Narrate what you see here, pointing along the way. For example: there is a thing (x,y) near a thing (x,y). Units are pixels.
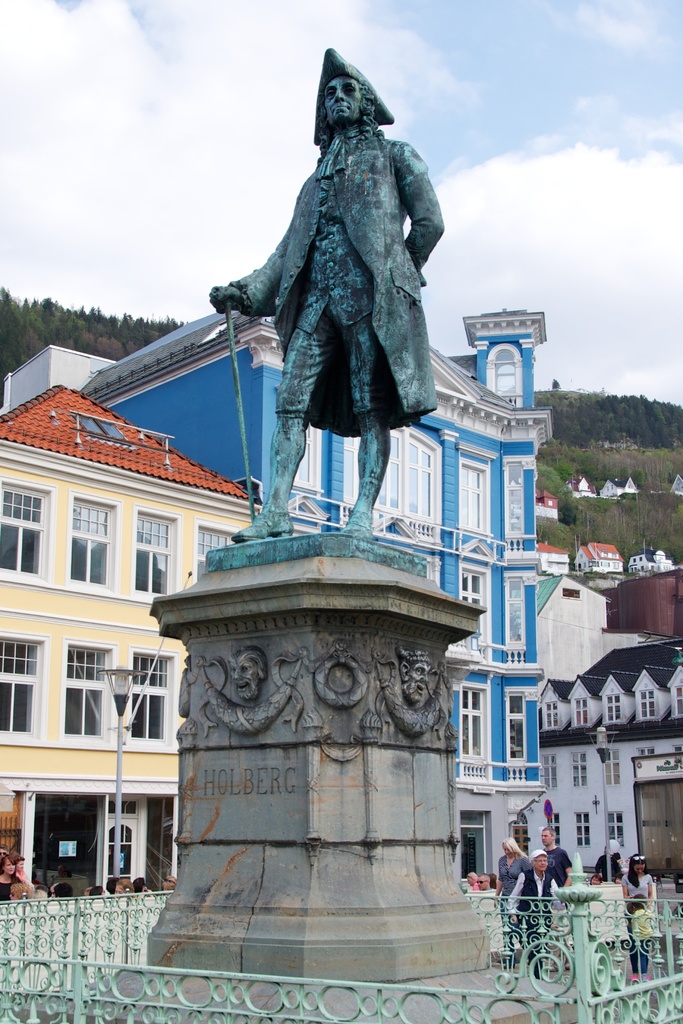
In this image, we can see a statue (282,470) and pillar (401,768) with carvings (393,681). At the bottom of the image (672,985), we can see railings (101,941) and people (23,893). In the background (679,668), there are few buildings (588,827), houses (549,563), hill (606,532), trees (620,453), walls (112,753), street lights (122,746), glass windows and cloudy sky (169,193).
